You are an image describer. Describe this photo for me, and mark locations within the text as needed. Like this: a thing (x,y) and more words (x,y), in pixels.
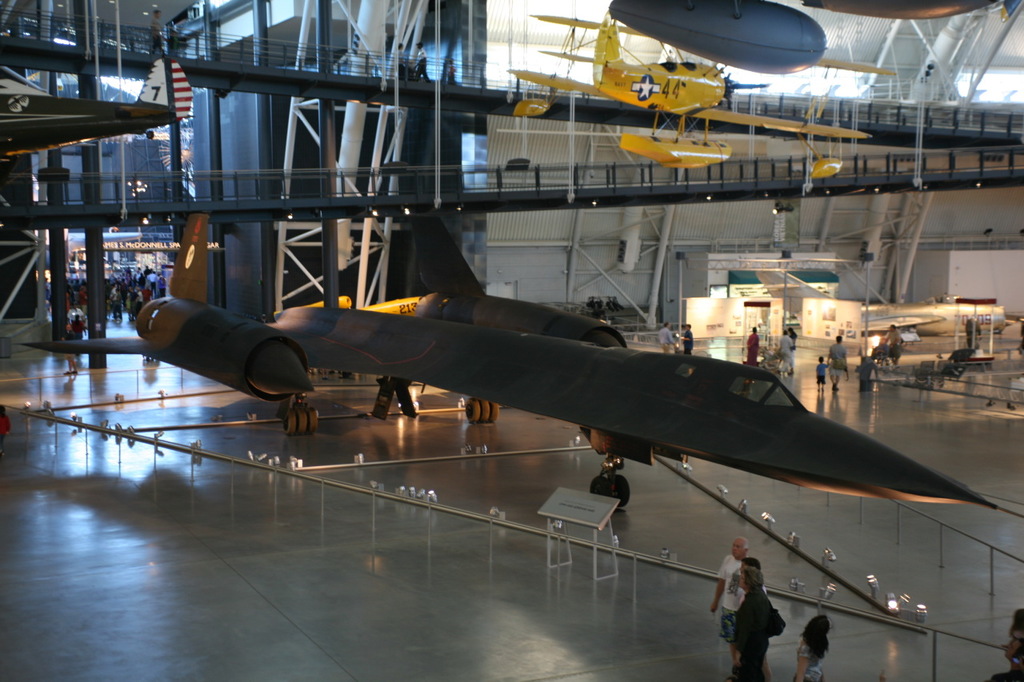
In this picture we can see an airplane (270,381) on the ground (684,603) and a group of people (899,335) walking and in the background (99,211) we can see rods (331,134).
